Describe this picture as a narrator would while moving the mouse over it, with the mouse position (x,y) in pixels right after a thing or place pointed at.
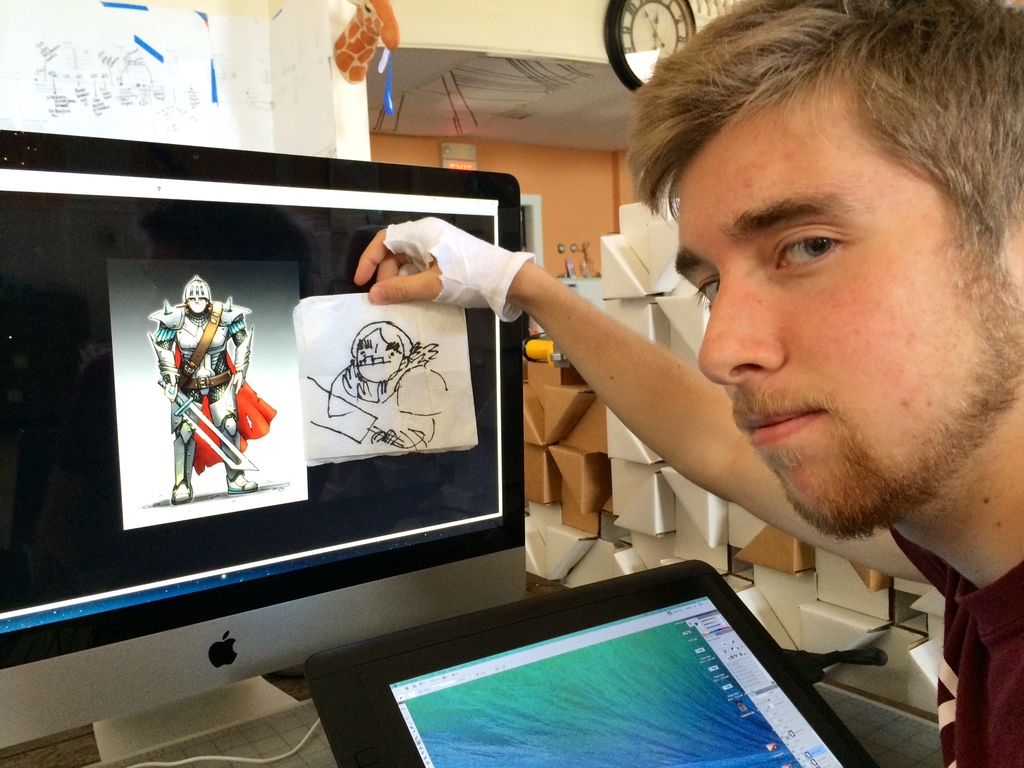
In the image there is a man (964,285) with bandage (460,254) to his hand (493,307) holding paper (420,334) in front of computer (198,222) and there is a tablet (425,646) on the table (853,695) and in the back (651,233) there are many cardboard boxes (665,473) there is clock (650,15) above the wall (562,8) along with a paper (150,29) sticked on the wall (189,60) on left side (141,64).
